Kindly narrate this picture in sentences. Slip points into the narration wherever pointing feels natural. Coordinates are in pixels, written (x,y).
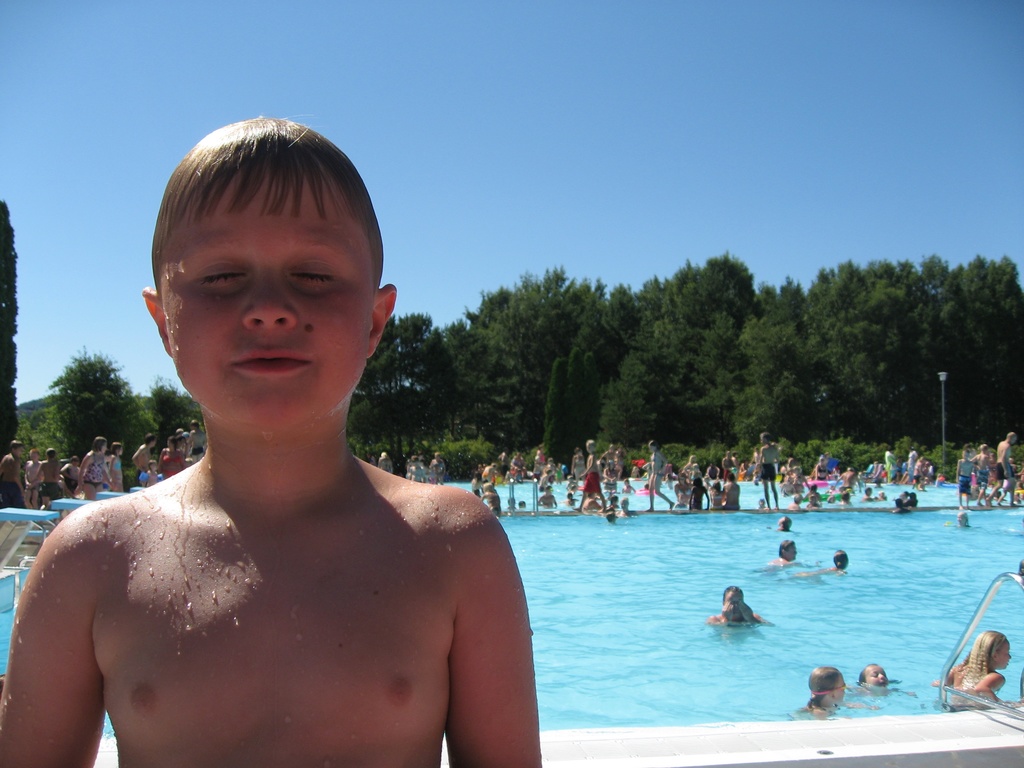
In this image, there are a few people (730,485). We can see the swimming pool (716,609) and a pole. We can also see a metal object (946,672) on the right (941,707). There are a few plants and trees (522,351). We can also see the sky (639,67) and some blue colored objects (35,517).
